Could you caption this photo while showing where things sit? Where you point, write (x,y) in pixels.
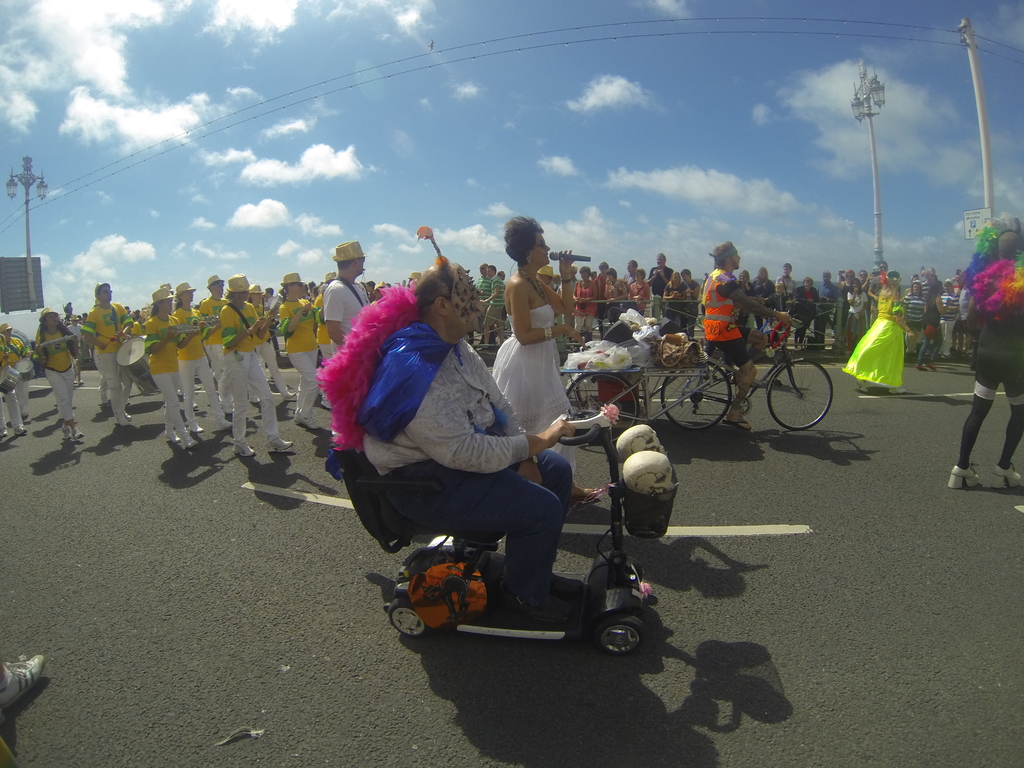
This picture is clicked on a road (802,594). There are many people (438,319) in the image. The group of people (241,403) to the left corner of the image (131,378) are holding and playing musical instruments (129,354). In front of them there is a woman (518,328) holding microphone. In the center of the image (471,453) there is a person (454,456) sitting on a vehicle (464,547) and in the basket (630,499) there are skulls (636,463). In the image there is another person (748,381) riding bicycle (713,402). Behind them there are many people (833,288) standing on walkway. In the background (871,99) there are street lights (859,104) and sky (471,123). The sky (313,131) full of clouds (186,123).
